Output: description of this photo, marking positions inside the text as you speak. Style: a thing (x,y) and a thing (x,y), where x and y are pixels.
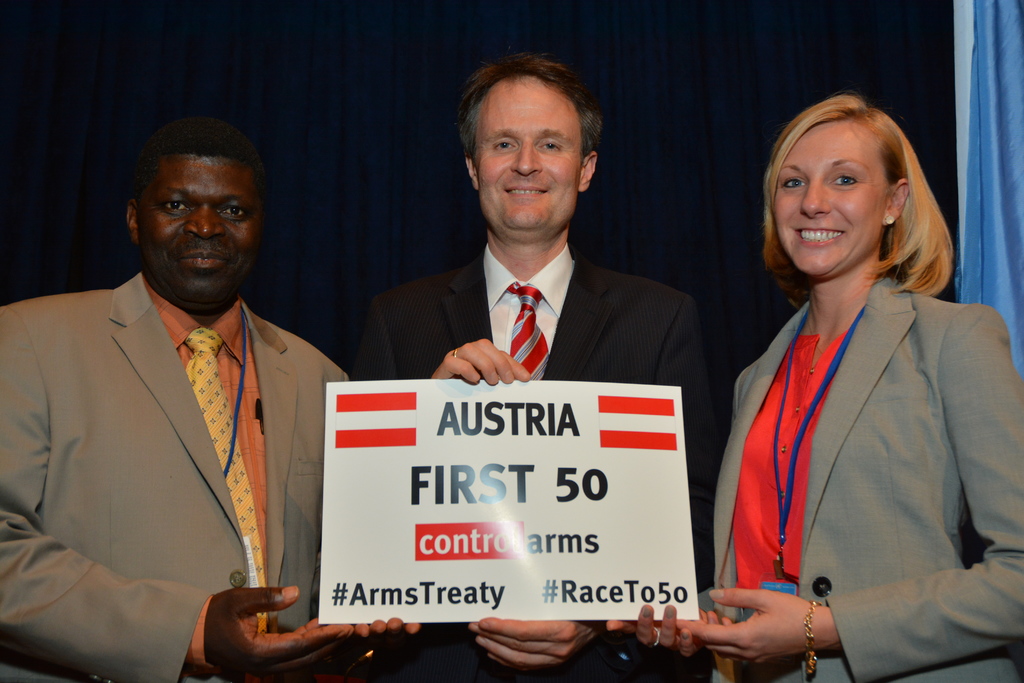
In the middle of the image (464,364) three persons (852,173) are standing, smiling and holding a banner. Behind them we can see some clothes (733,5).
